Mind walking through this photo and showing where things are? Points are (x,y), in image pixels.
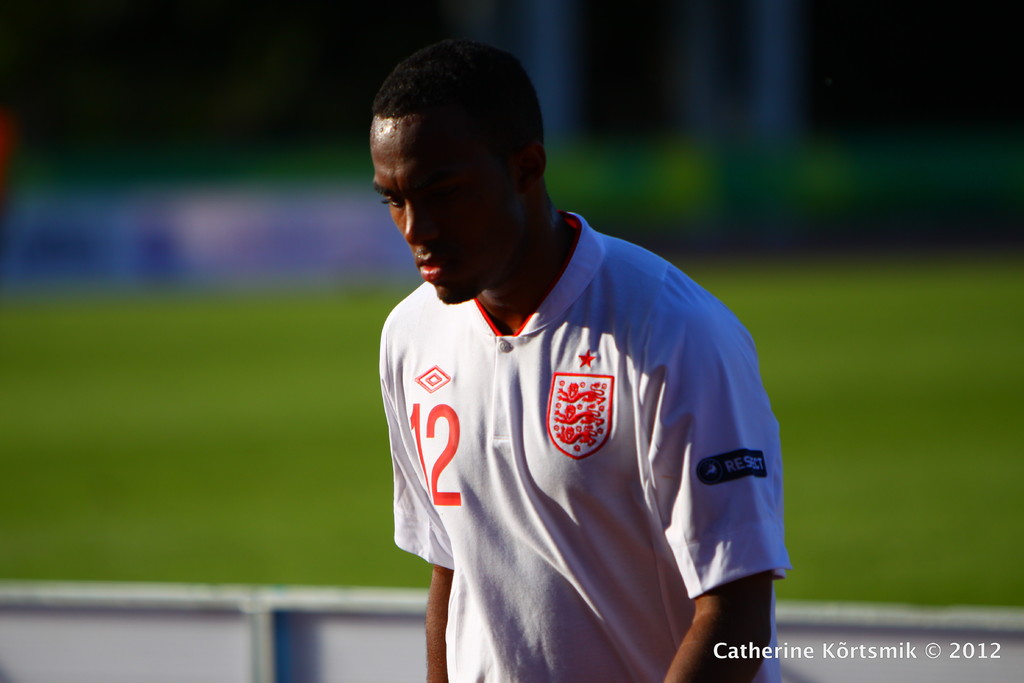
In this picture we can see a man (515,442) in the jersey (542,453). Behind the man (459,431), there is the blurred background (940,73). On the image there is a watermark (941,647).
